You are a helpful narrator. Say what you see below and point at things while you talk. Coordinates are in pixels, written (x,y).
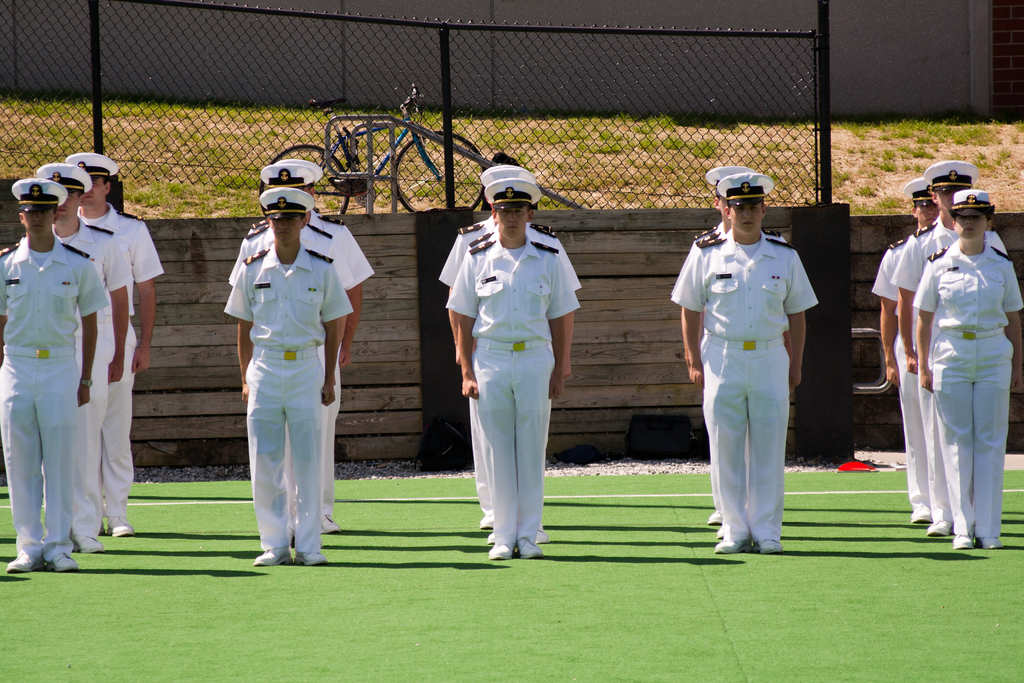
People (289,259) are standing wearing white uniform (975,290) and caps (965,196). There is a fence (705,126) and there is a bicycle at the back (344,170).
